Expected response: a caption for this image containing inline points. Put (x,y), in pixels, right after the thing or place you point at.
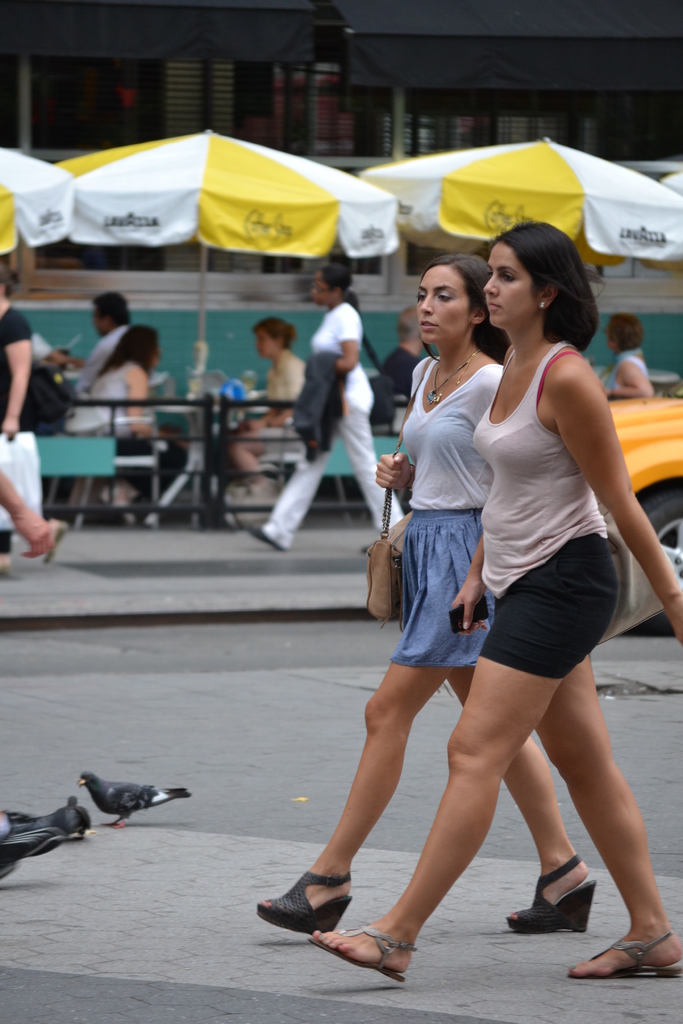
In the picture I can see people (440,495) among them some walking on the road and some are sitting on chairs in front of tables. In the background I can see a vehicle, birds (131,814), umbrellas (246,241) and some other objects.
